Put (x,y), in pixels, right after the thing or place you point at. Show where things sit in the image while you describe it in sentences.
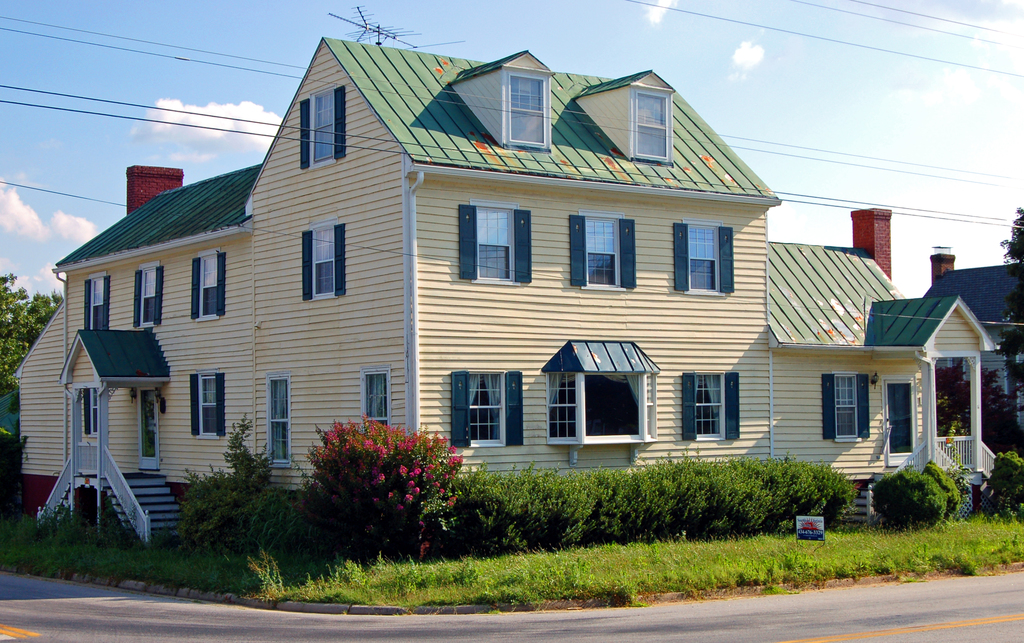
In this image we can see a building (465,340) with windows (480,390), a staircase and an antenna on a roof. We can also see some plants (570,491) with flowers (435,490), grass (576,556), a board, the pathway (973,629), some wires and the sky (682,72) which looks cloudy.
